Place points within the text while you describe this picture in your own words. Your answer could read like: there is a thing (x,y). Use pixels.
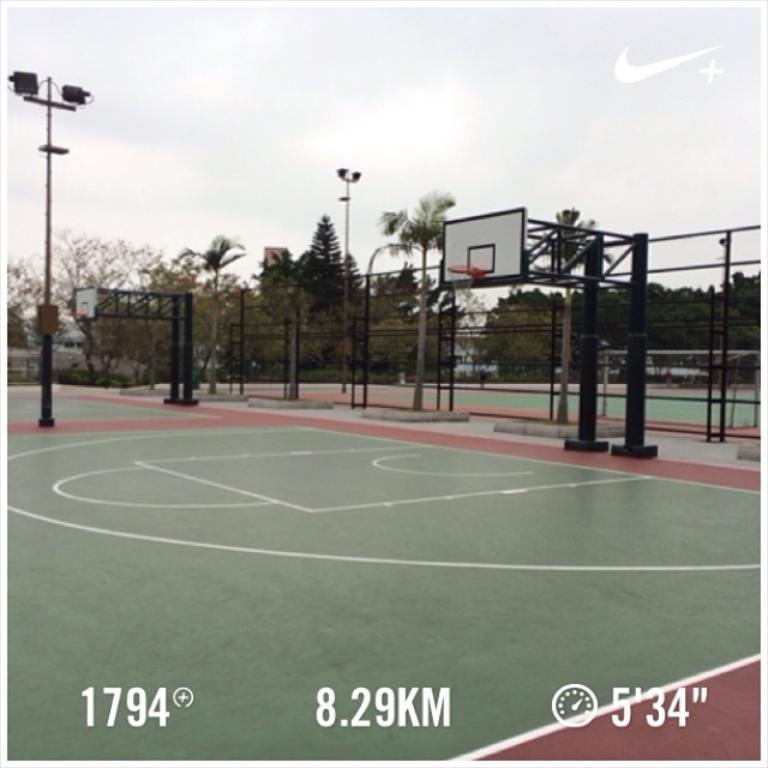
In this image, we can see a basketball stadium (454,651), at the left side (43,411) there is a pole (45,339), on that pole (51,110) there are some lights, in the background (279,311) there are some green color trees (414,336), at the top (323,41) there is a sky (381,41).
